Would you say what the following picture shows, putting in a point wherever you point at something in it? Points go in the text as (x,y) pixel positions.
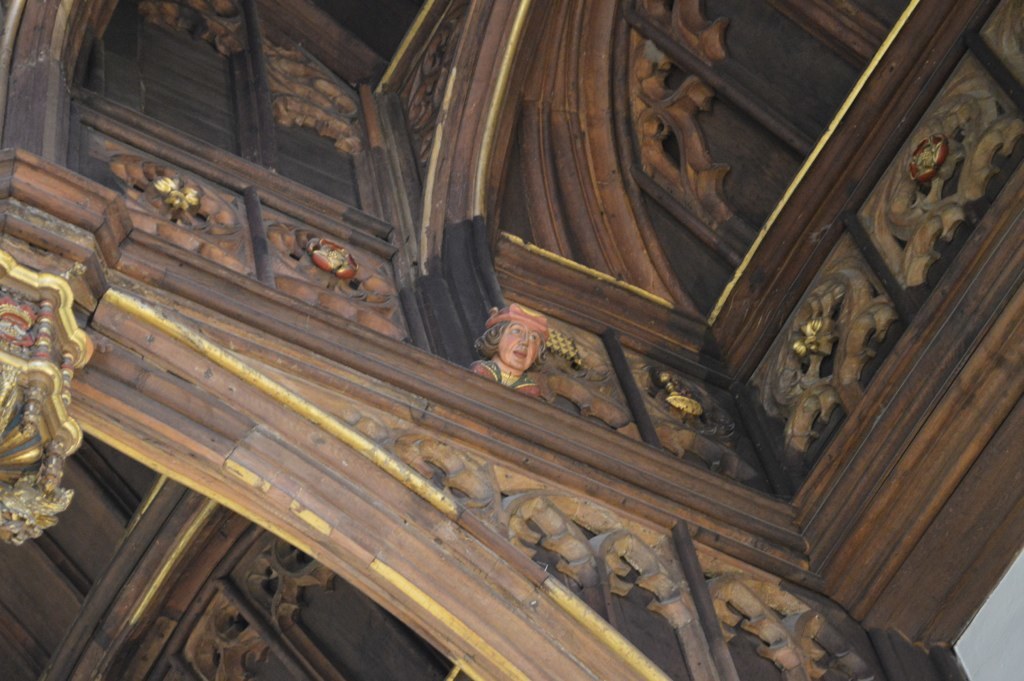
This picture describes about inside view of a building (618,392), in the middle of the image (545,321) we can see a sculpture (528,323).
